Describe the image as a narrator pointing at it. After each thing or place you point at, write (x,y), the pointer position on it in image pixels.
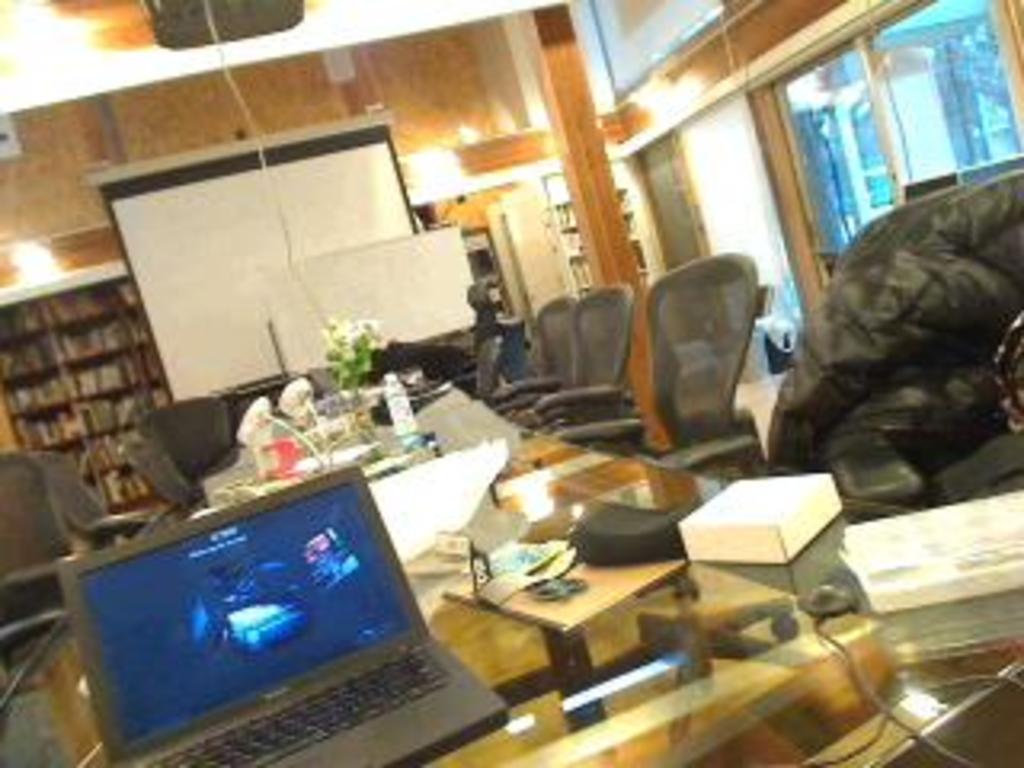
In the center (656,487) we can see table (557,608) on table (630,615) there is a laptop (280,643), books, papers (407,475), key (553,588), bag (599,513), cable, bottles (395,409), mouse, flower vase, mug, flower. Around table (524,621) we can see few empty chairs (579,380). In the background (512,128) there is a wall (494,115), glass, board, shelf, books (112,368), pillar (598,236) and speaker (273,16).
